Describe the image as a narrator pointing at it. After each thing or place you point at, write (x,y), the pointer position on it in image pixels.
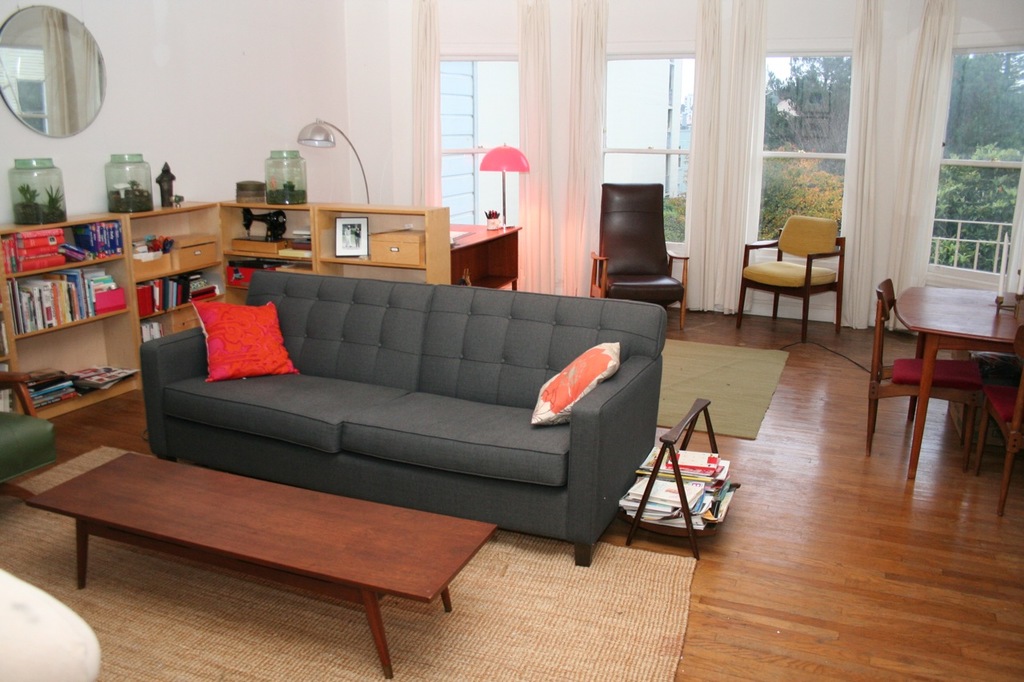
In this image, In the middle (548,380) there is a black color sofa (291,414), In the right side (881,328) there are some chairs (971,384) which are in brown color, There is a table (967,337) in brown color, There are some white color window (609,127) and white color curtains (931,75), In the left side (62,268) there is a bookshelf (48,271) in yellow color and there are some green color glass jars (33,201) kept on the bookshelf (72,219), There is a white color wall (254,70).
